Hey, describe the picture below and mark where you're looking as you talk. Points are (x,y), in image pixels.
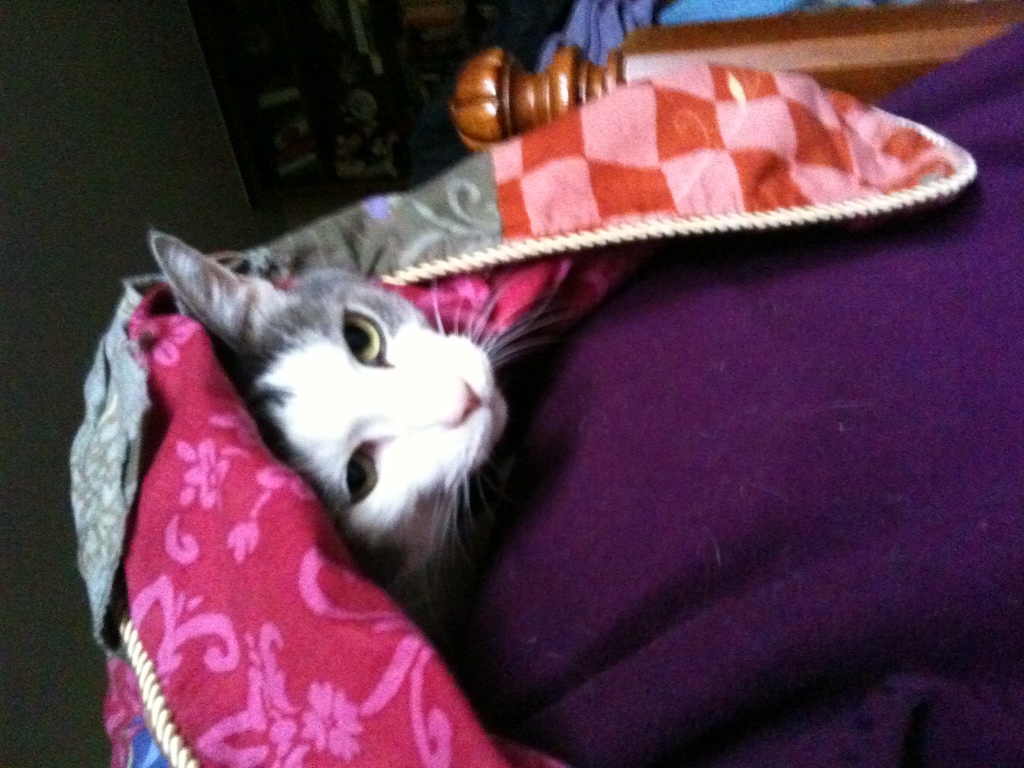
This is a cat (360,444). I think these are the blankets (734,427). This looks like a wooden pillar (573,82). At the top of the image (290,158), I can see few objects (339,121).
